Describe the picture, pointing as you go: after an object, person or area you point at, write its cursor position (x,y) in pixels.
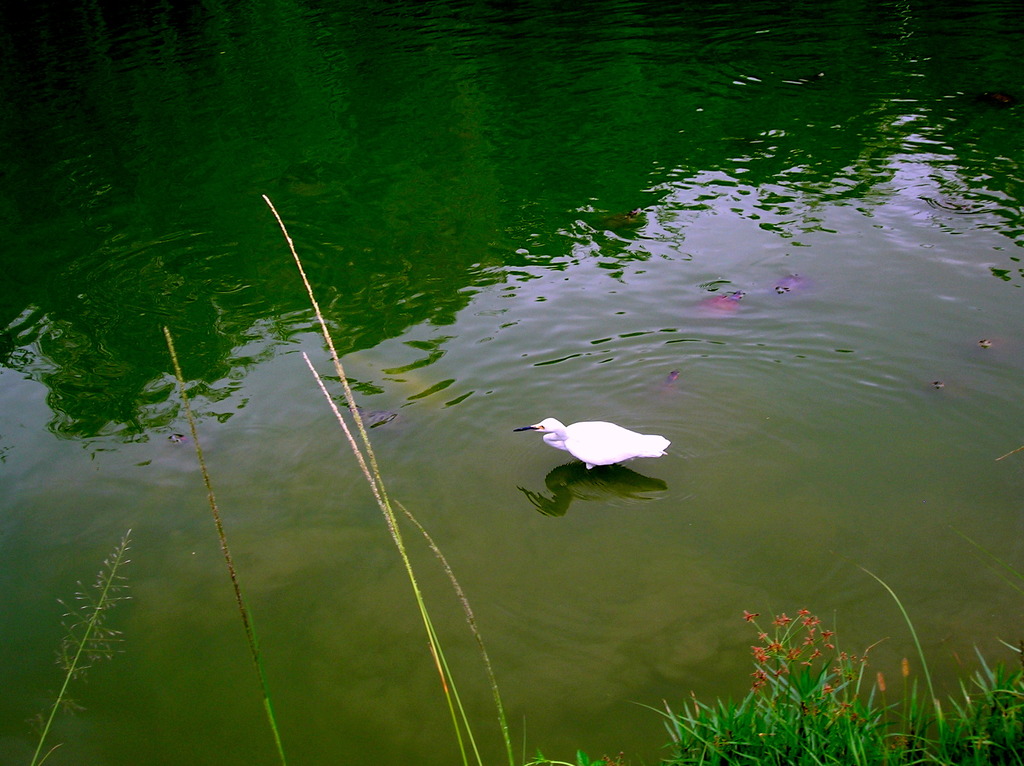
In this picture we can see fishes (407,368) in the water (668,294), in the middle of the image (658,445) we can see a bird (544,422), at the bottom of the image (996,686) we can see plants (839,679).
